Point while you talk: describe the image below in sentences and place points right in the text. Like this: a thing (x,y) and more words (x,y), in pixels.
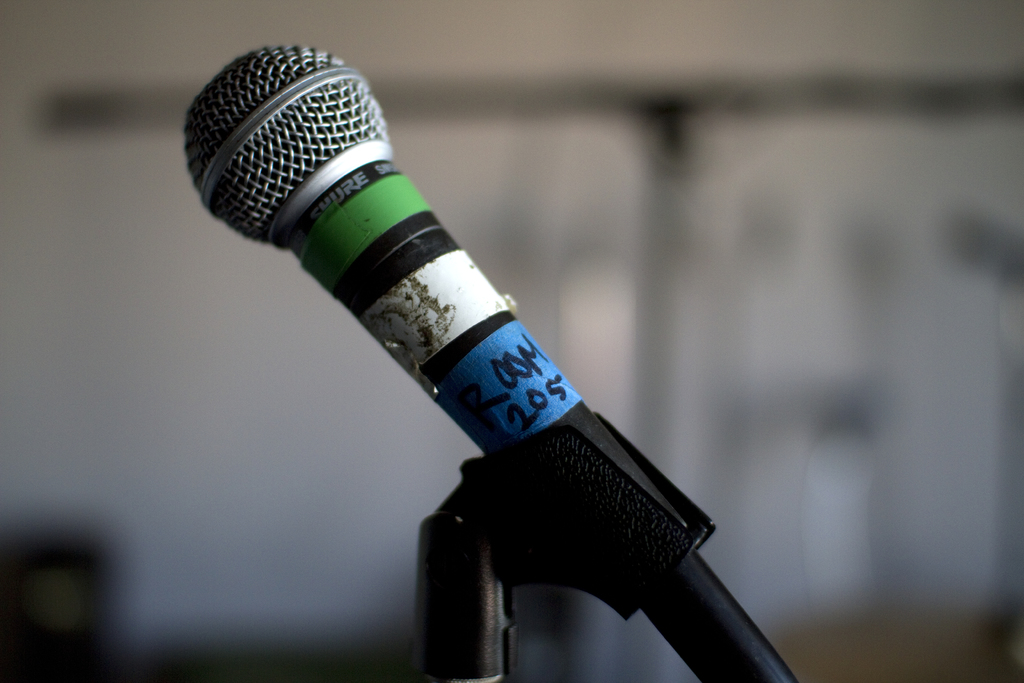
In the middle of this image (502,406), there is a microphone (510,412) attached to a stand (466,531). And the background (894,468) is blurred.
